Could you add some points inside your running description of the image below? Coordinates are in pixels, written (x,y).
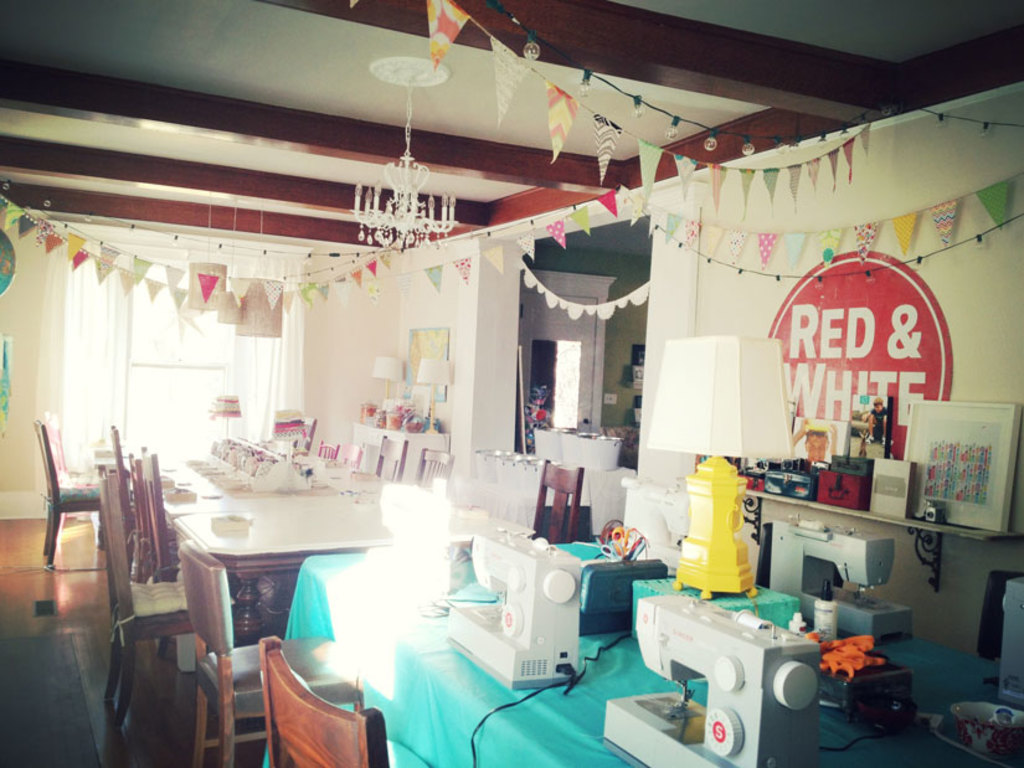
In the image there are sewing machines (532,552) on a table (979,767) and behind there is a dining table (250,532), on the right side (824,297) there is a wall (876,200) with lamps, photo frames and many things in front of it on the shelf (890,515), there are ribbons (565,105) and lights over the ceiling (15,162) with a chandelier (417,223) in the middle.
